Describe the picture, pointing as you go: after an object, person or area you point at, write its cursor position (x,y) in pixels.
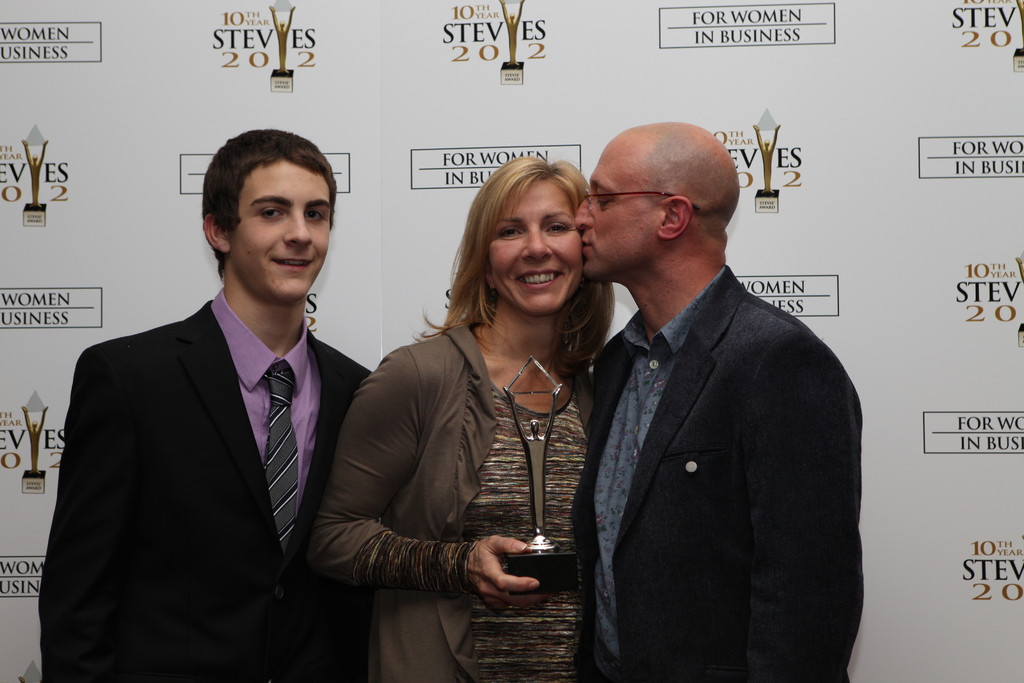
In this image I can see three persons (389,408) standing in the middle person (472,466) is holding an award (540,469). In the background (349,42) there is a board (172,106).
